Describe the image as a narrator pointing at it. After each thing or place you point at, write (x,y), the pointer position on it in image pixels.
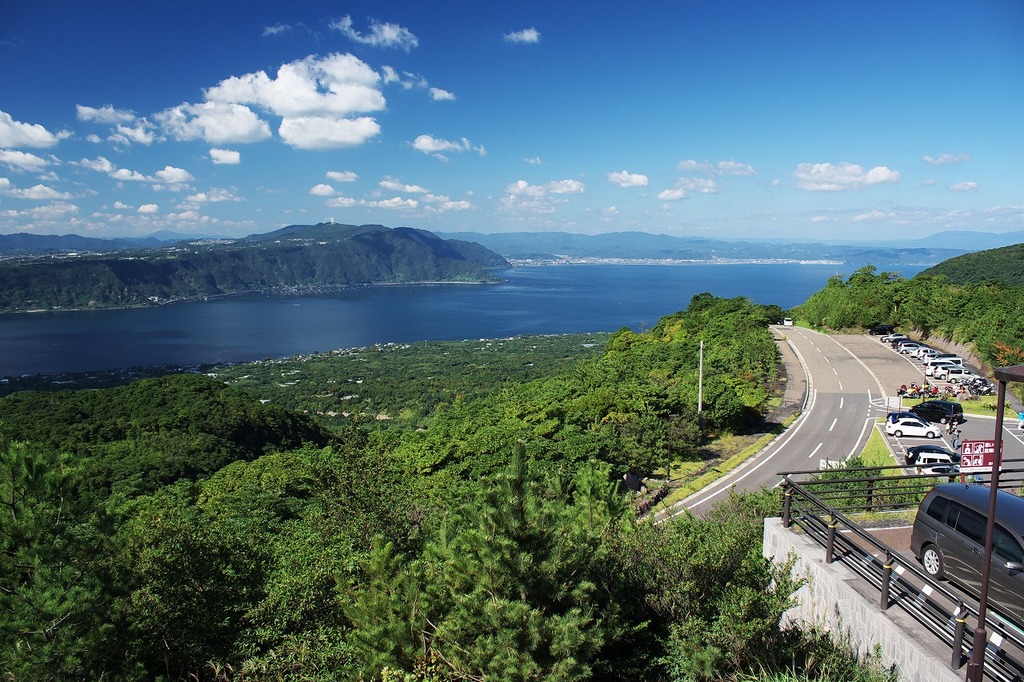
This is an aerial view in this image there are trees (317,379), river (127,350), mountains (387,273) and the sky (899,215) and there is a road (868,419), on that road (892,350) there are cars (924,447), in the bottom right (792,483) there is a railing (927,604) and a car (937,521).
